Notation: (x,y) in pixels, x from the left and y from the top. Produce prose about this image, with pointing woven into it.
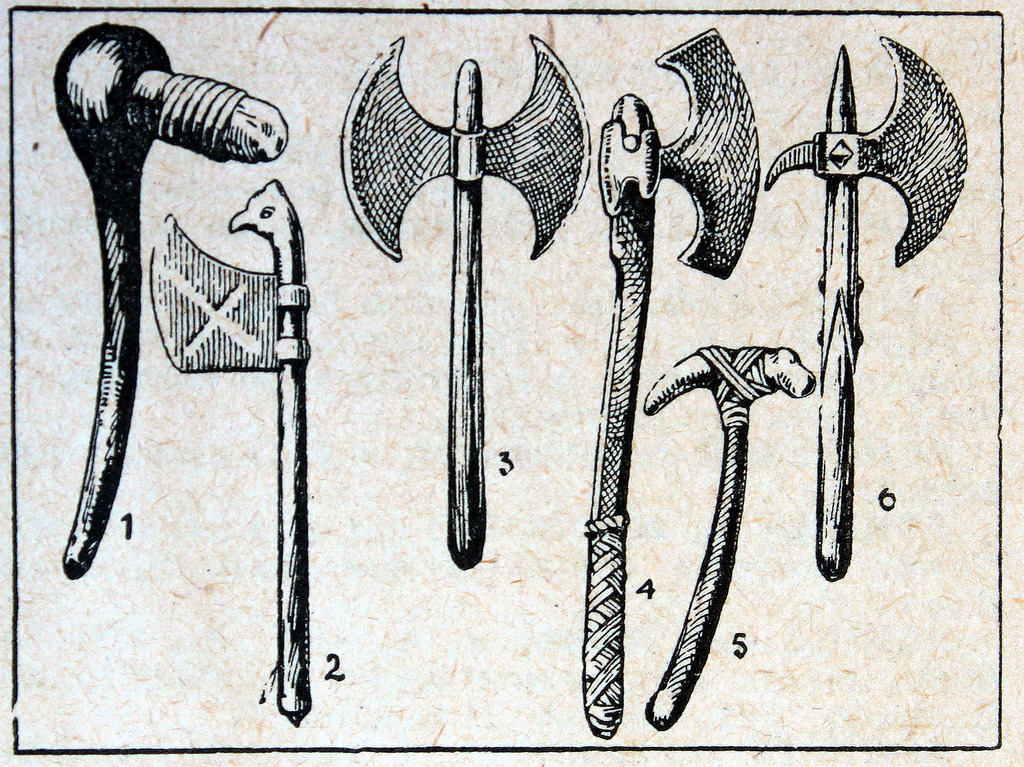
In this image I can see depiction of few tools (737,109). I can also see few numbers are written over here and I can see this image is black and white in colour.
